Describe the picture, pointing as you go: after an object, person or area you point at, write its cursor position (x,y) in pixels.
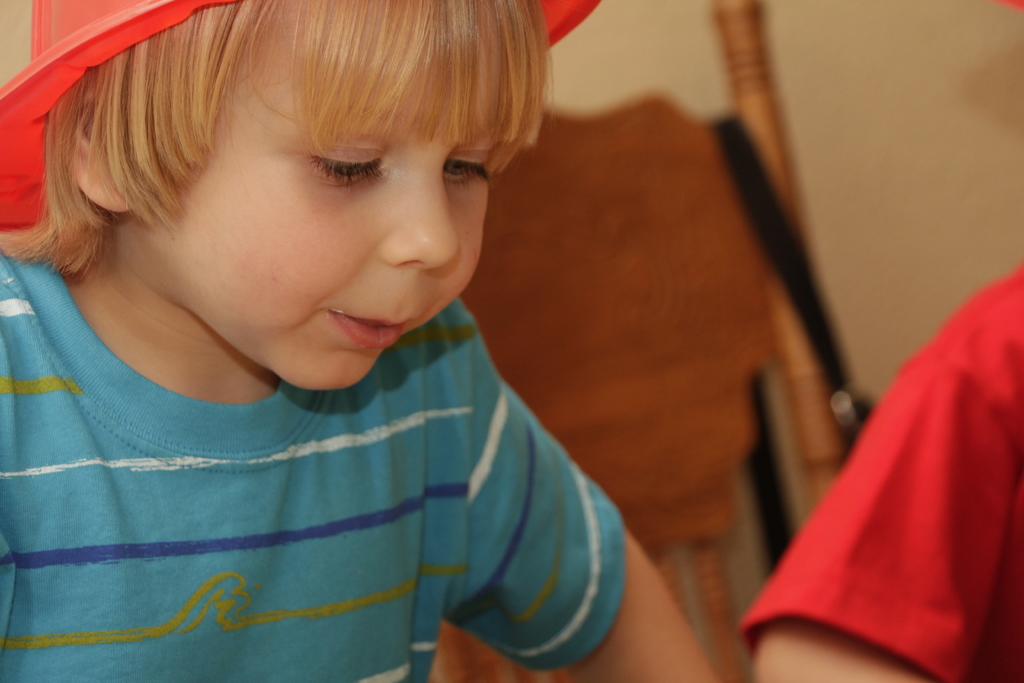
In the picture I can see a boy (296,443) is wearing a t-shirt (163,491) and a hat (105,37). In the background (569,191) I can see some objects (699,331) and a person's hand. The background of the image (750,315) is blurred.
